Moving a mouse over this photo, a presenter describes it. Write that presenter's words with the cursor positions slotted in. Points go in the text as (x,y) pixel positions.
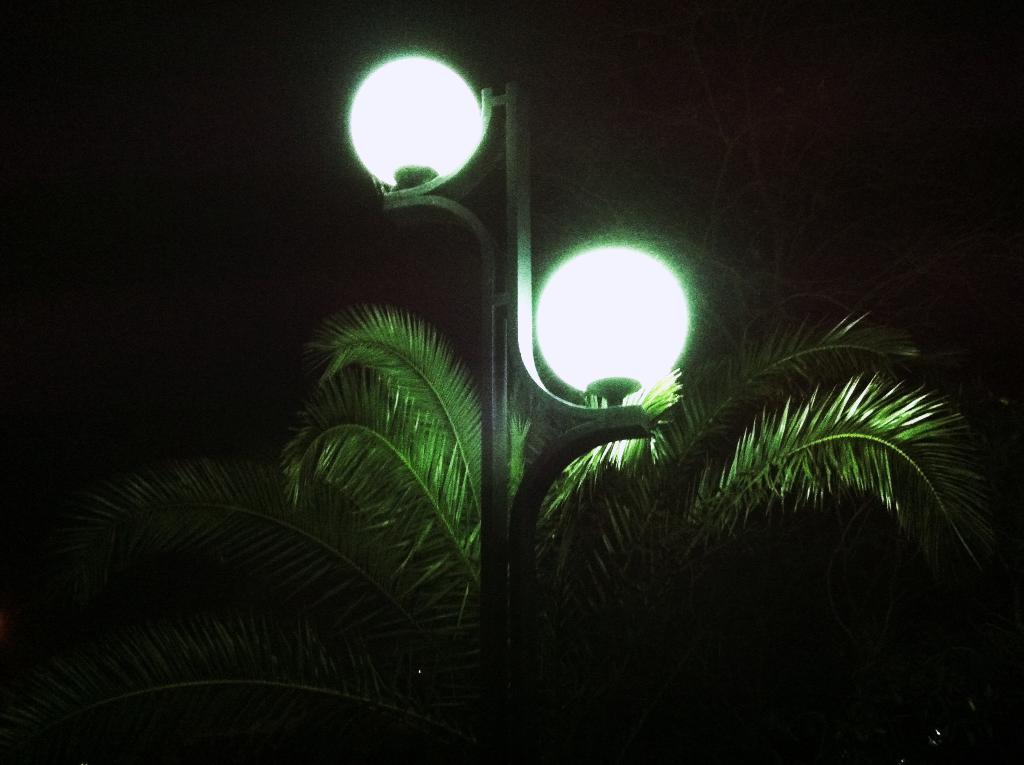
In this picture there is a lamp pole (400,200) and a tree (599,475) in the center of the image (640,311).
